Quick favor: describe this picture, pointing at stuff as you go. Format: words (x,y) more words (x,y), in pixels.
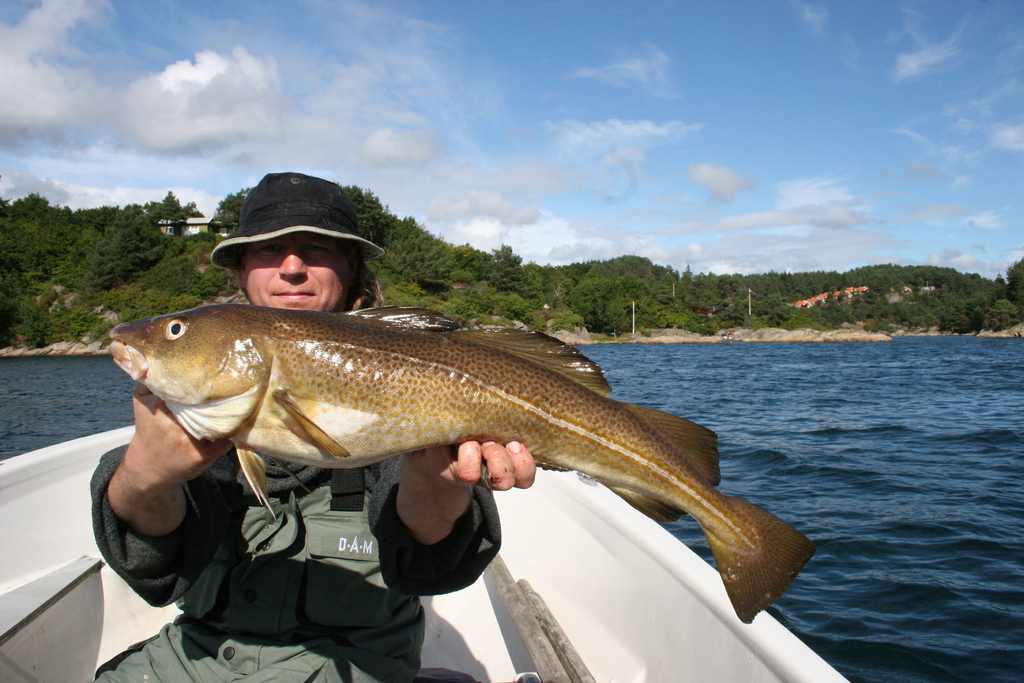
In the center of the image (383,350) there is a person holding a fish (359,386) in the boat (531,569). In the background (196,228) there is a hill (511,292), building (174,229), poles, water (741,356), sky (748,186) and clouds (47,184).
